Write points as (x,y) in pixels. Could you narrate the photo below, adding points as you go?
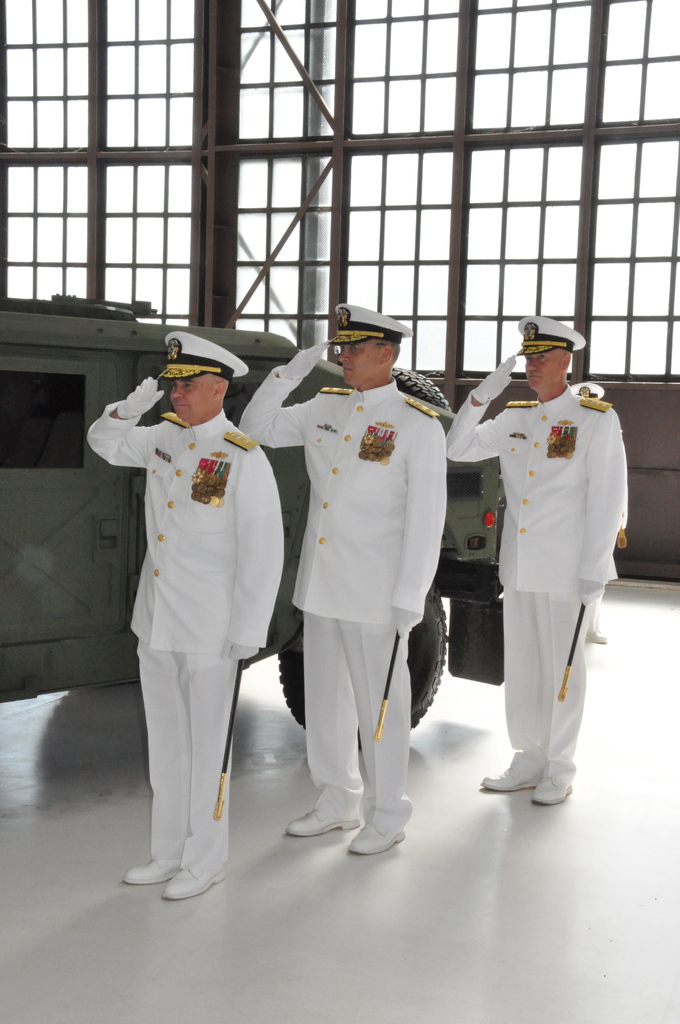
In this picture we can see three men (310,705) wore caps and standing on the floor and holding sticks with their hands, vehicle (38,325) and at the back of them we can see windows (332,244).
